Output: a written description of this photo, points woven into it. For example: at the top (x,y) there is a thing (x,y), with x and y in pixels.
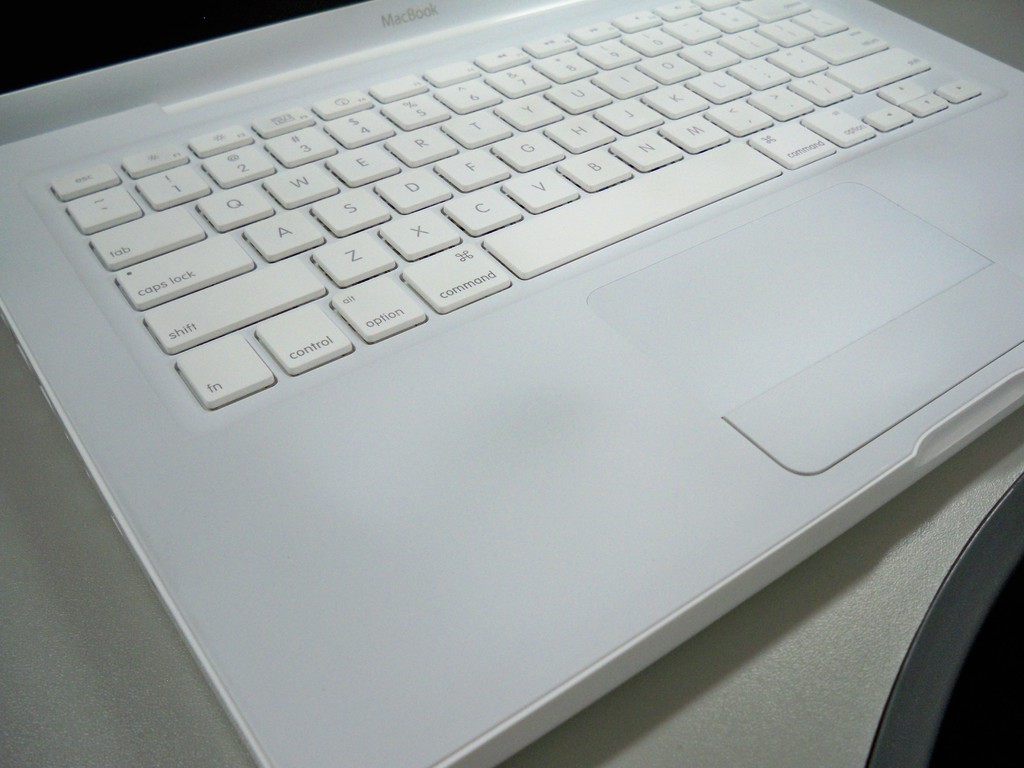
In this picture I can observe a MacBook (463,51). I can observe keypad (438,134). This laptop (422,269) is in white color which is placed on the table (833,575).
